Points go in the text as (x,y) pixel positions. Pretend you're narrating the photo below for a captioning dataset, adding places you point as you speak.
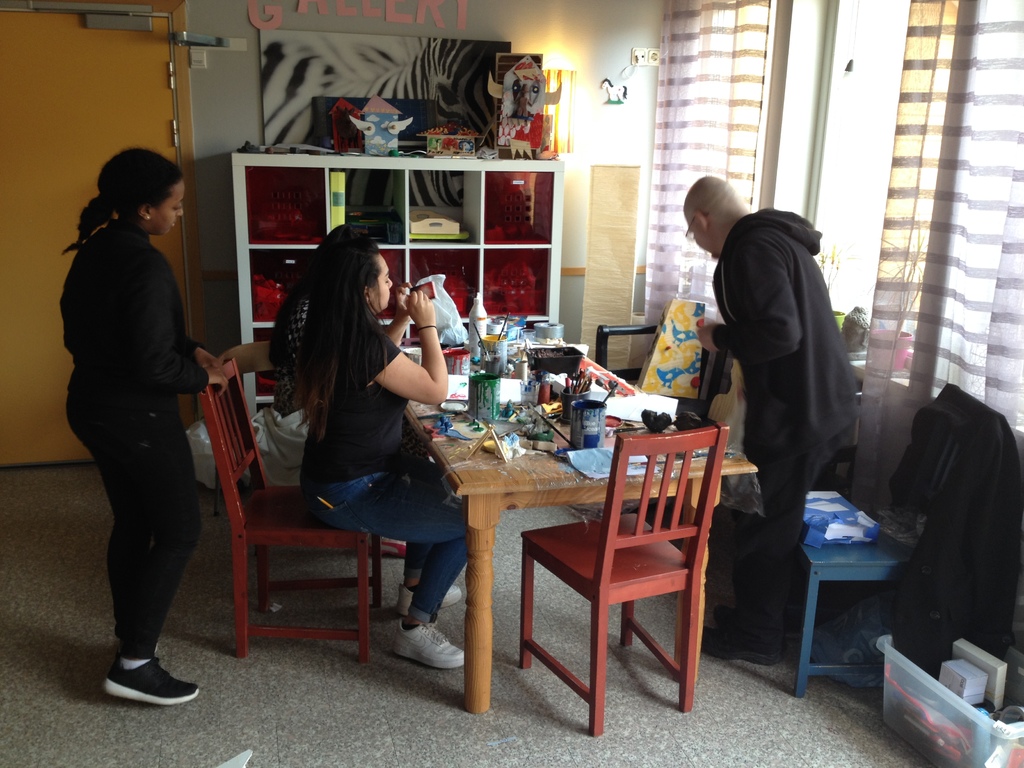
This is a picture in a room (519,409), in this picture there are a two of people (388,448) who are sitting on a chair (242,420) and two (817,350) who standing on the floor (374,724). In front of this four people (353,515) there is a table (508,481) on the table (537,469) there is a painting box (550,369), paints bottles (588,433). Backside of this people (312,348) there is a shelf (466,323) and a wall (235,84) and a yellow color door (55,121).
